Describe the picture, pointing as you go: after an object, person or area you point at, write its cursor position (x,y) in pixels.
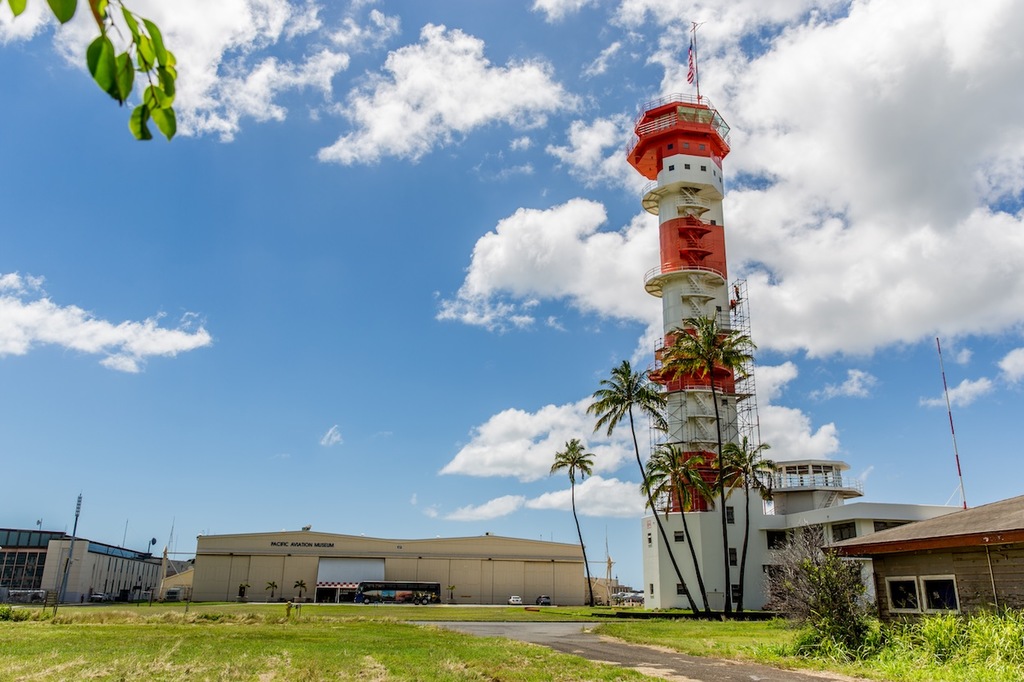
There are buildings (396,573) and a tower (665,119) in red and white color. On top of the tower (676,107), we see a flag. At the bottom of the picture (207,649), we see grass (757,636) and trees (689,487) and at the top of the picture (265,211), we see the sky (295,205) and the clouds (182,62).
